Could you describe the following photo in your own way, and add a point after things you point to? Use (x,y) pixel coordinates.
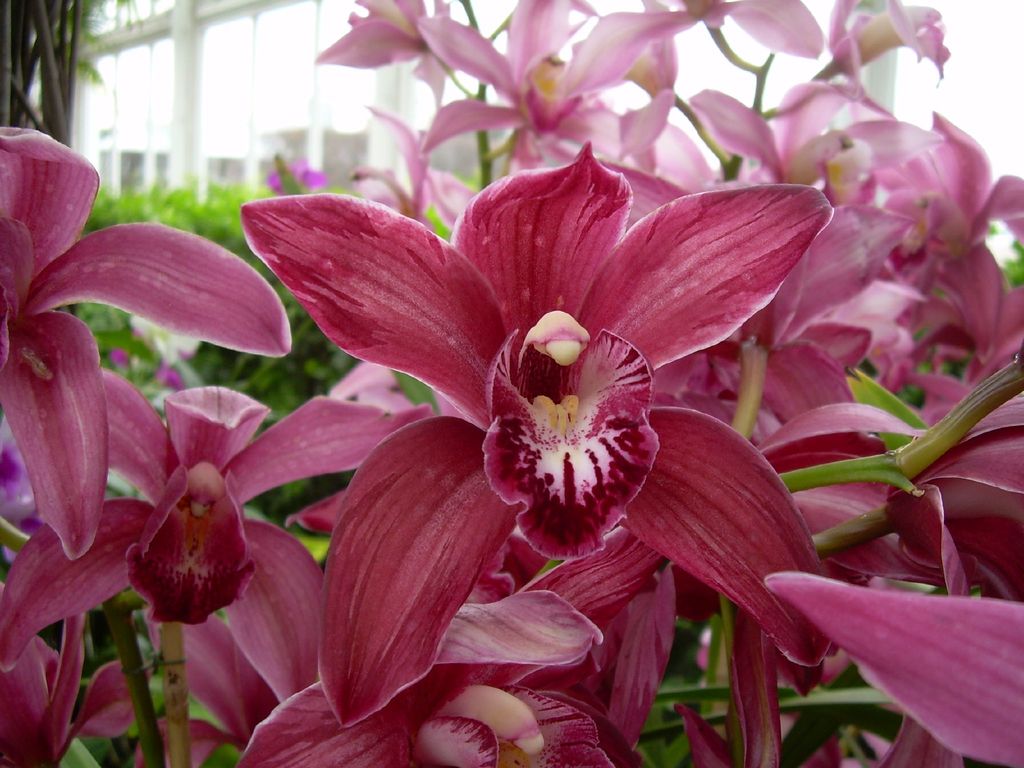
This picture is taken inside and In the foreground of this picture (496,502), we see pink colored flowers (505,411) and in the background (179,208), there are plants (193,208), a tree (61,24) and the building (262,69).
